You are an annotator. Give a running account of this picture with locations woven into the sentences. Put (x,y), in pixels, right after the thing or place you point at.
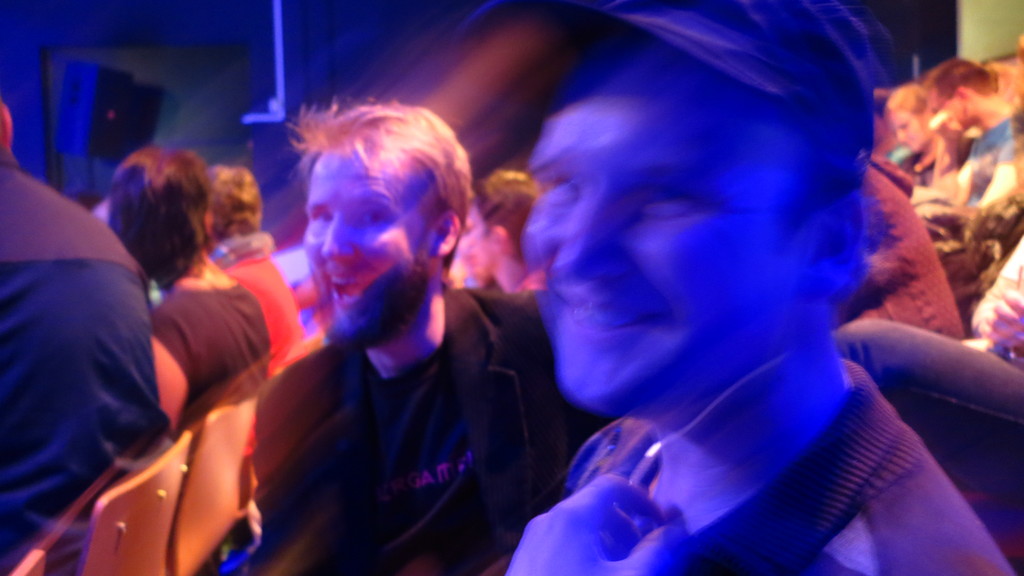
In this picture, there is a man (857,259) towards the right (706,381). He is wearing a cap (768,52). Beside him, there is another man (415,392) wearing black blazer (487,404) and black t shirt (414,440). Towards the left (122,407), there are people (207,384) sitting on the chairs (232,514). Towards the right corner (933,174), there are some more people (913,242).
